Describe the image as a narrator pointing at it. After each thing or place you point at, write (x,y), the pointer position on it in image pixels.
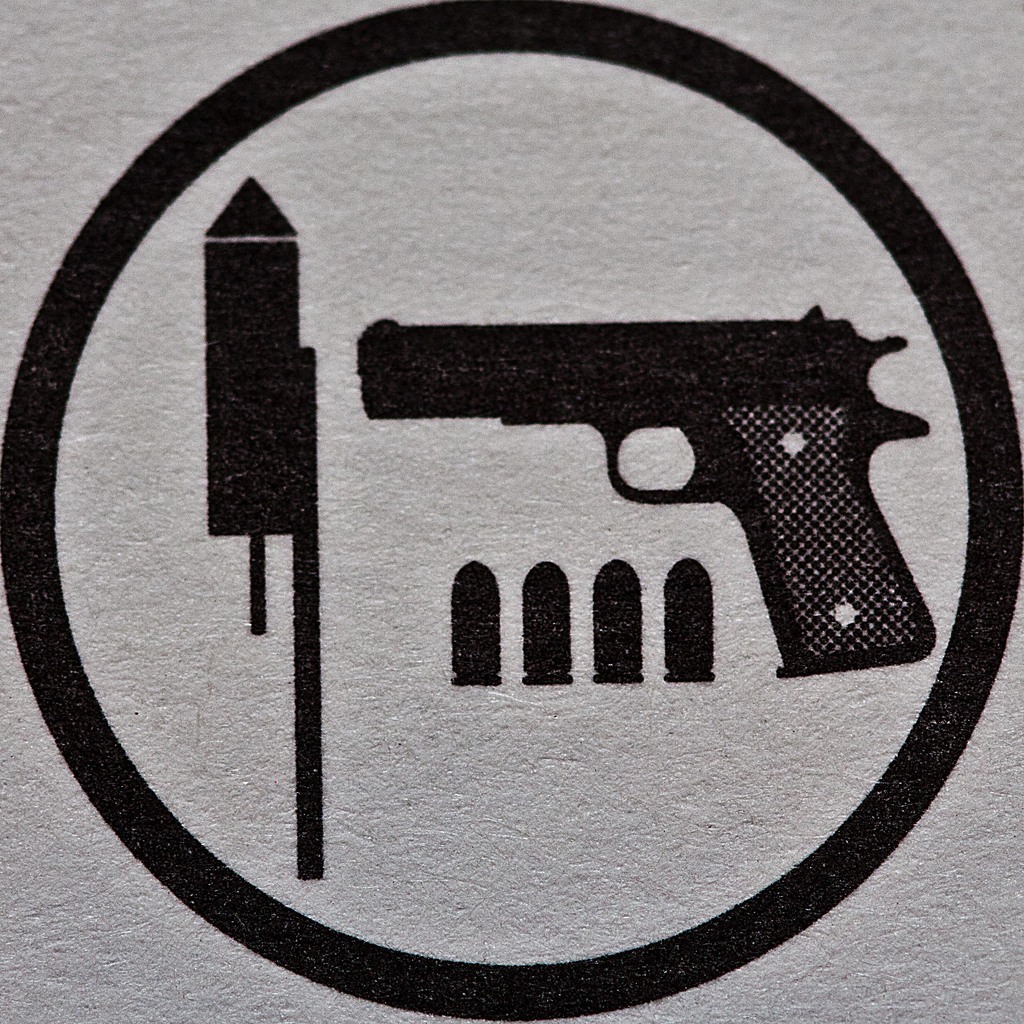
In this image, we can see a circle (8,546) on the white surface (526,464). In this circle (27,583), we can see rocket (305,559), bullets (483,625) and gun images (908,580).
